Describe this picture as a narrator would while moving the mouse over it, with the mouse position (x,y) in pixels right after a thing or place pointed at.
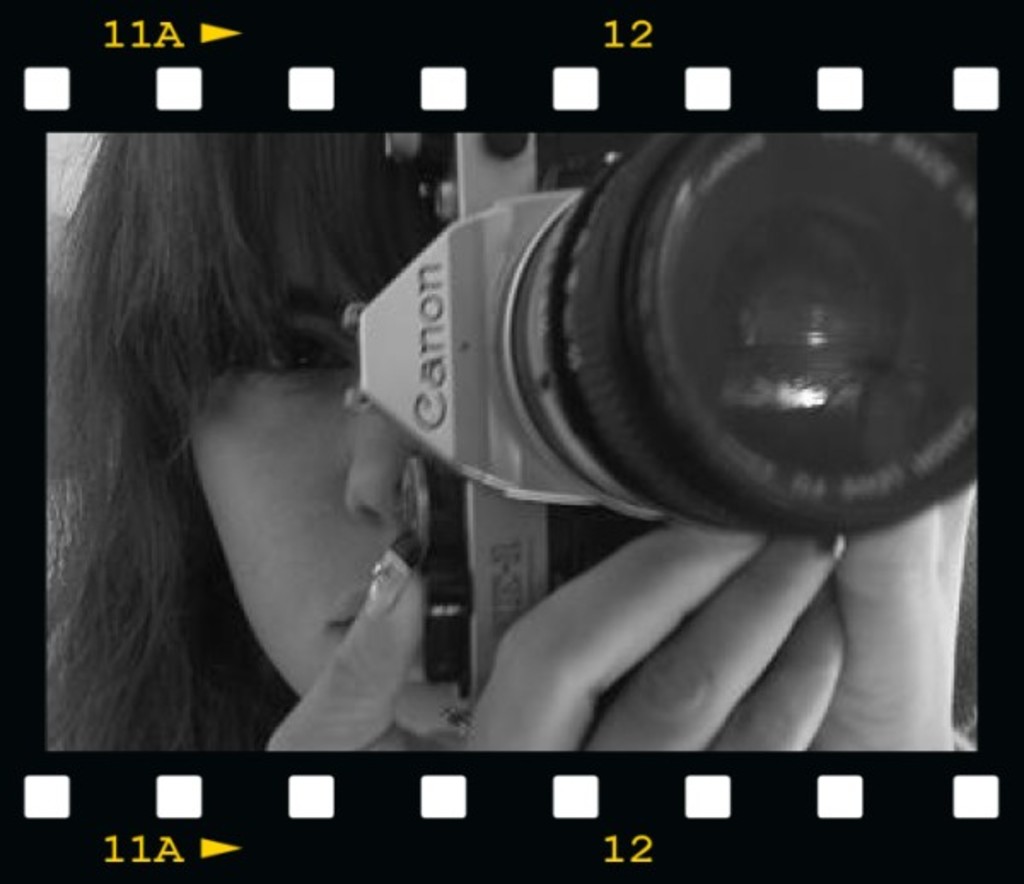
In this image there is a woman (377,619) holding a camera (500,633) in her hand (405,557).
